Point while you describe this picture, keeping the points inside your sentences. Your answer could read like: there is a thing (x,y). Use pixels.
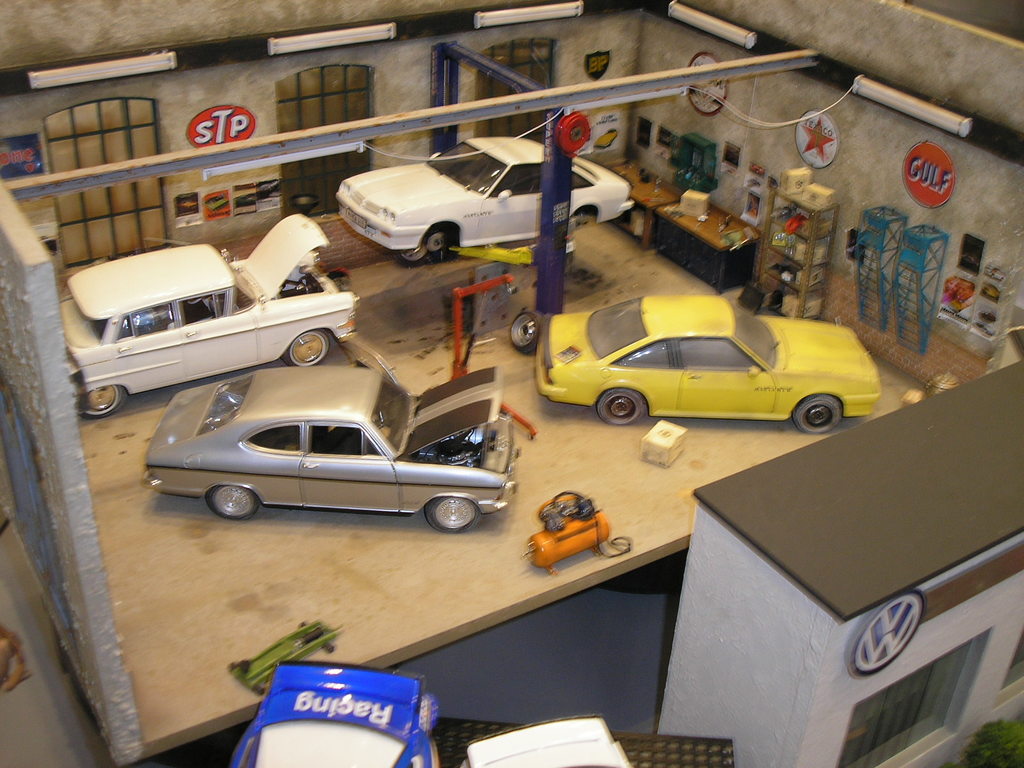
This is looking like a shed (838,209). At the bottom (799,634) there is a wall (750,634). In the middle of the image (609,299) there are few cars (99,358) on the ground (225,557) and also two tables (698,223), a rack (808,248) and some other objects (784,273) are placed. In the background (299,114) there are three windows (123,133) a wall (220,96). On the right side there are few paintings (957,291) on the wall (881,154). At the top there is a metal rod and on the left side (80,470) there is a wall (102,685).
